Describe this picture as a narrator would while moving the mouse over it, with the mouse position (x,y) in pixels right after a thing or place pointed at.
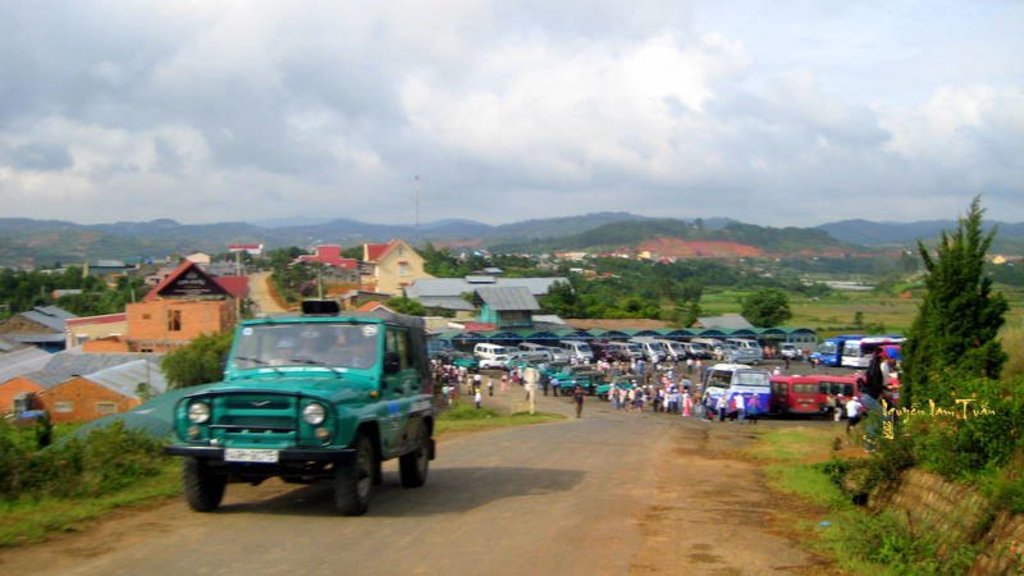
In this picture we can observe a green color jeep (292,404) on the road (475,501). They are some vehicles (625,349) parked on the ground (687,368). We can observe some people (648,399) standing. There are trees (636,304) and buildings (147,305). In the background (317,221) there are hills (561,231) and a sky (497,145) with some clouds (366,135).
